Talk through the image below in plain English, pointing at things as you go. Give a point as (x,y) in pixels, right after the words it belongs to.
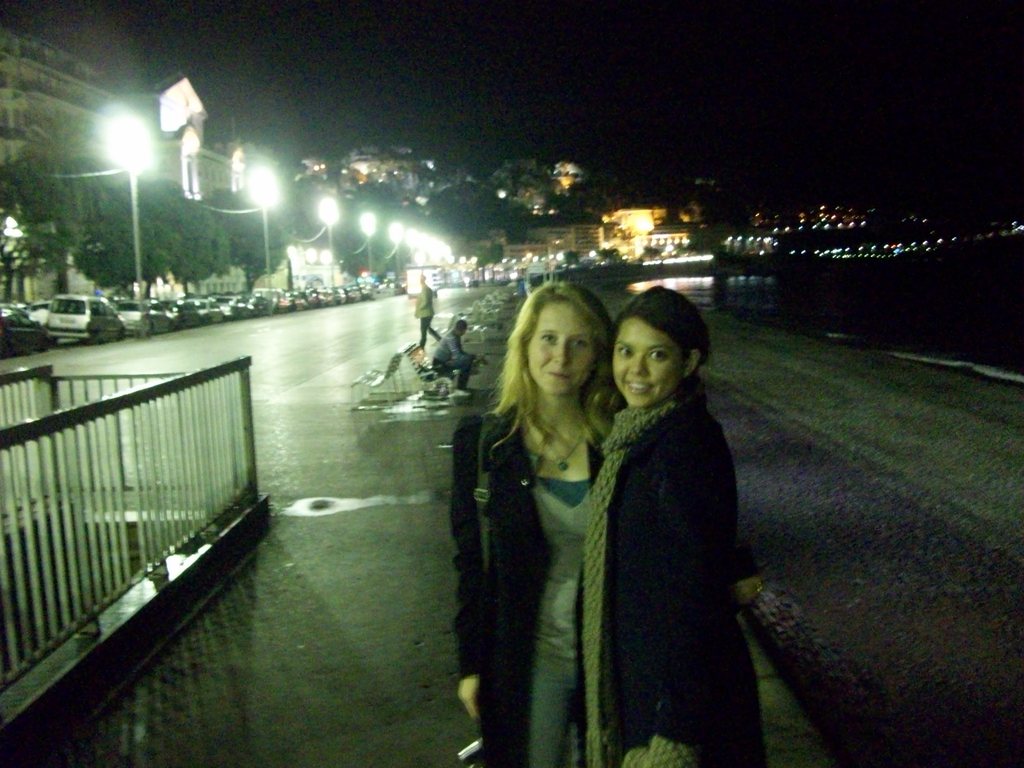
In this picture we can see few people (507,429), in the middle of the image (456,389) we can find a person (461,362) is sitting on the bench (433,375), on the left side of the image (149,428) we can see few metal rods (113,492), in the background (202,325) we can see few vehicles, poles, lights (319,218), trees (237,263) and buildings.
